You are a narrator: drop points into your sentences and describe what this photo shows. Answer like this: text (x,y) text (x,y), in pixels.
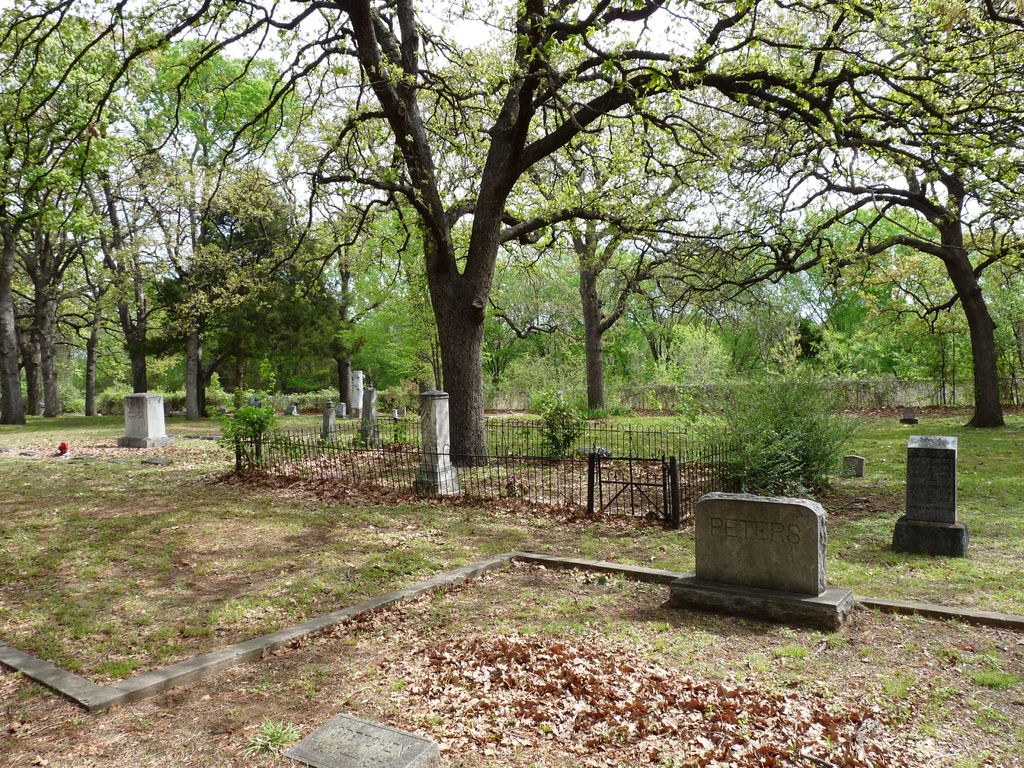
There are graves (308,747), dry leaves (540,720), a fence (674,473), plants (783,418), trees (381,246) and grass (990,514) on the ground (300,509). In the background (961,322), there are trees (1011,255) and there is sky (473,45).
